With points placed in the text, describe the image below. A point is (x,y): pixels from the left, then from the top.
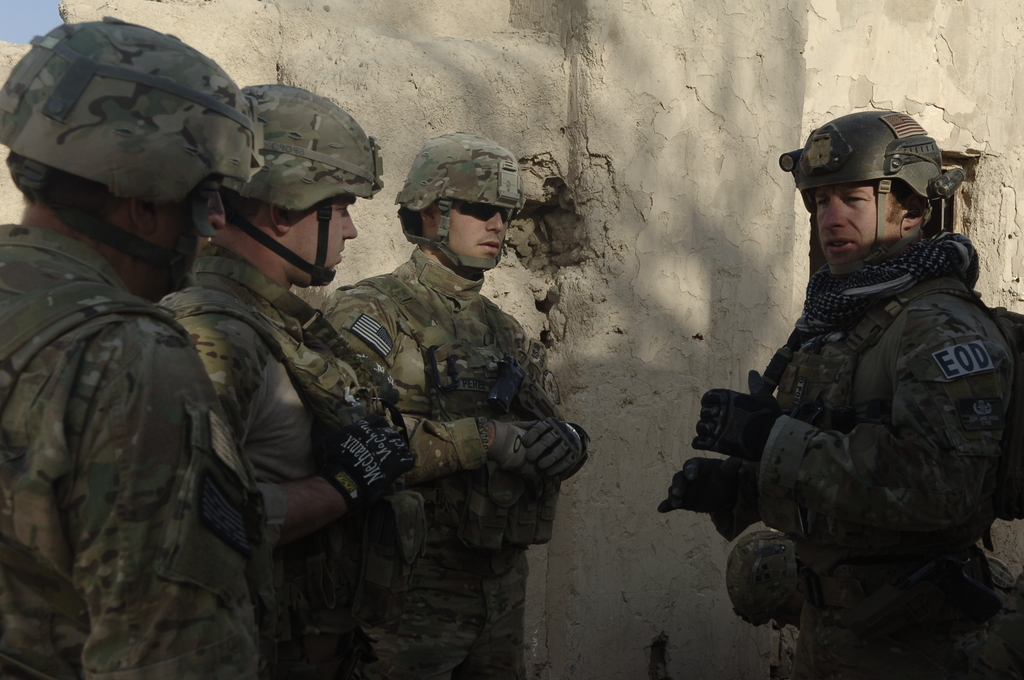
In the picture we can see four army people (194,531) standing and one army person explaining something to them and they are with uniforms (883,479), helmets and gloves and in the background (594,177) we can see a wall (594,177) with some cracks (602,159) in it.
